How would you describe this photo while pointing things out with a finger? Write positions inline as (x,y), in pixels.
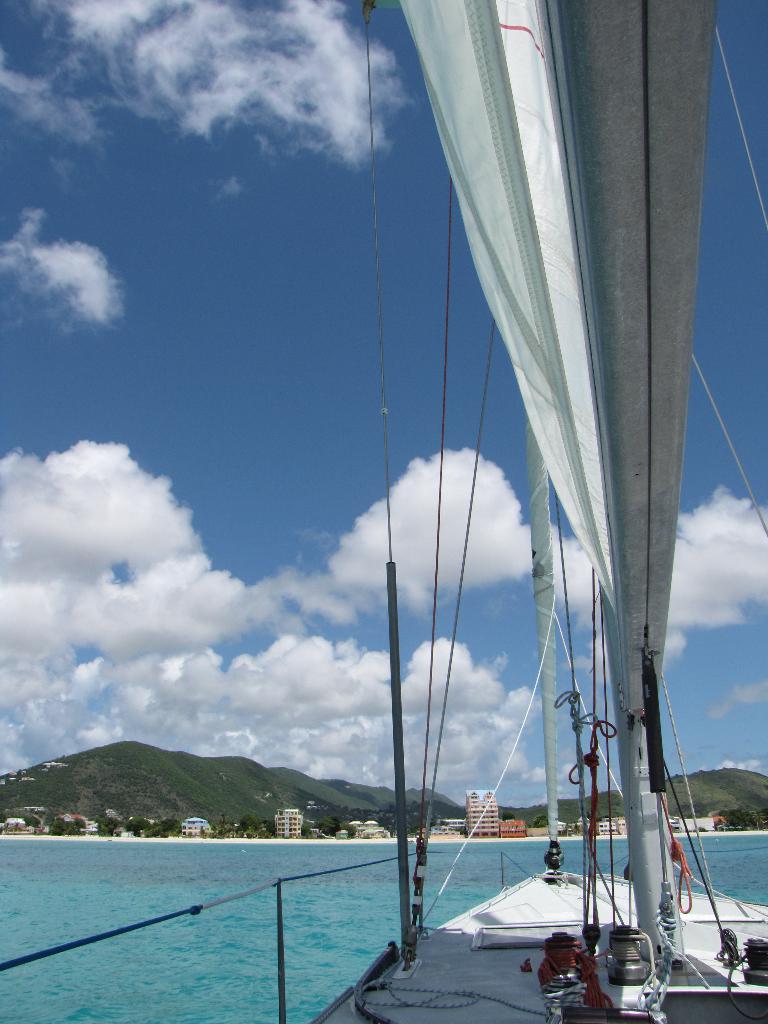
In this image I can see a boat (558,962) on the water (316,907). In the background (378,788) I can see mountains (313,802) and the sky (274,599).
